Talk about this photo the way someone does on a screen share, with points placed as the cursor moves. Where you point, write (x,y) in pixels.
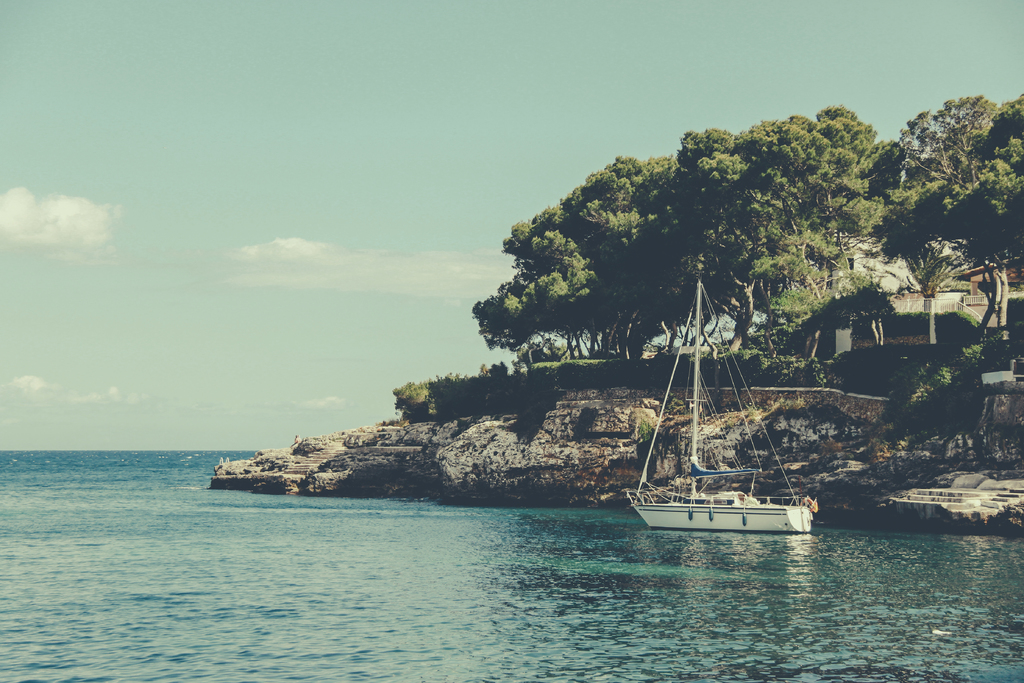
In the picture we can see a boat (751,513) is floating on the water (570,598). Here we can see the rock hills (459,430), trees (1015,240), house (912,275), stairs (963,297) and the sky (250,61) with clouds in the background (352,241).
